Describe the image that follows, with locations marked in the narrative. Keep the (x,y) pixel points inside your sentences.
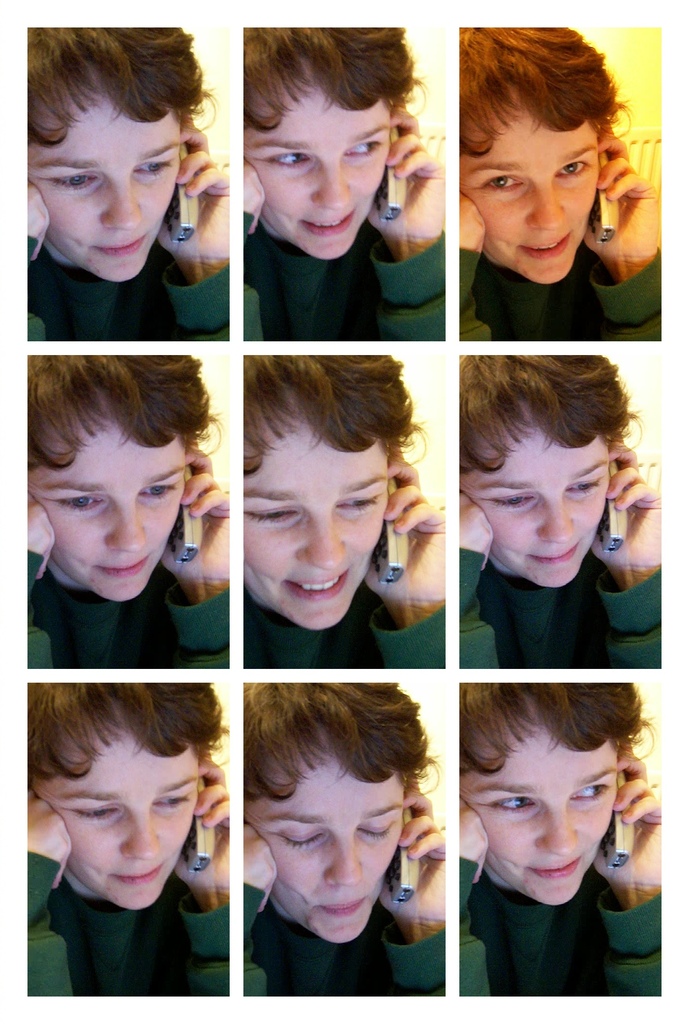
This is a collage picture, in this picture we can see a person (545,566) holding a mobile (381,572), he is smiling.
